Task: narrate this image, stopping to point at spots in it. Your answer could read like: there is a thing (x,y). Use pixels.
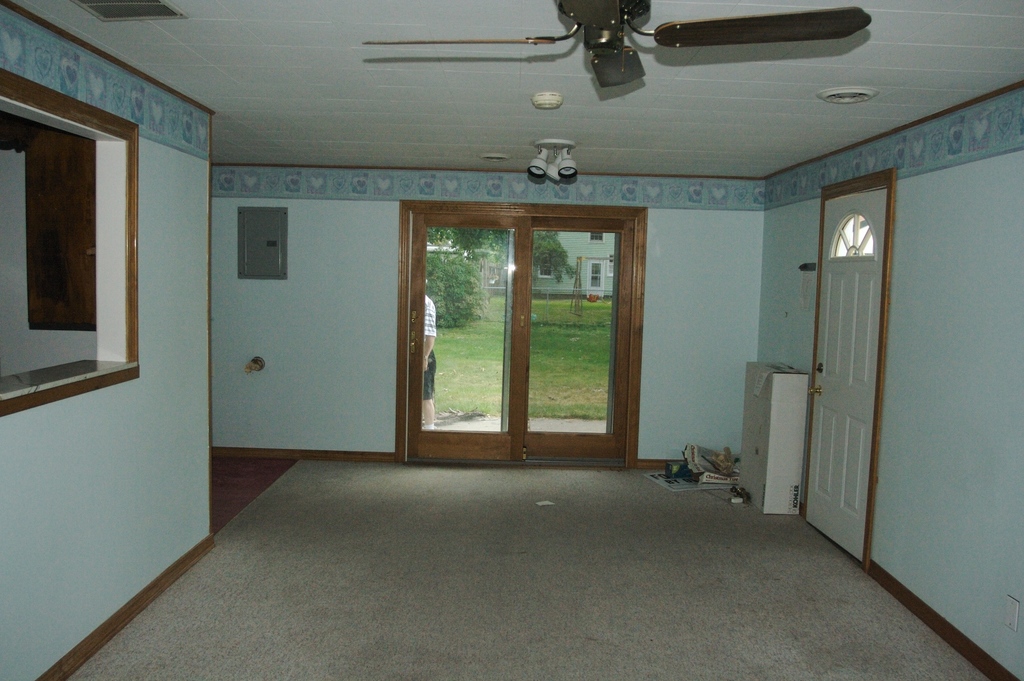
In this image we can see a wooden door (852,281), wall (1021,378) and also some objects (749,452) on the floor (793,518). We can also see the glass door (526,229) and through the glass door (556,267) we can see a person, grass (583,406), building (578,254) and also trees (535,252). At the top (672,42) we can see a fan (692,42), lights (551,163) and also the ceiling (497,101).
